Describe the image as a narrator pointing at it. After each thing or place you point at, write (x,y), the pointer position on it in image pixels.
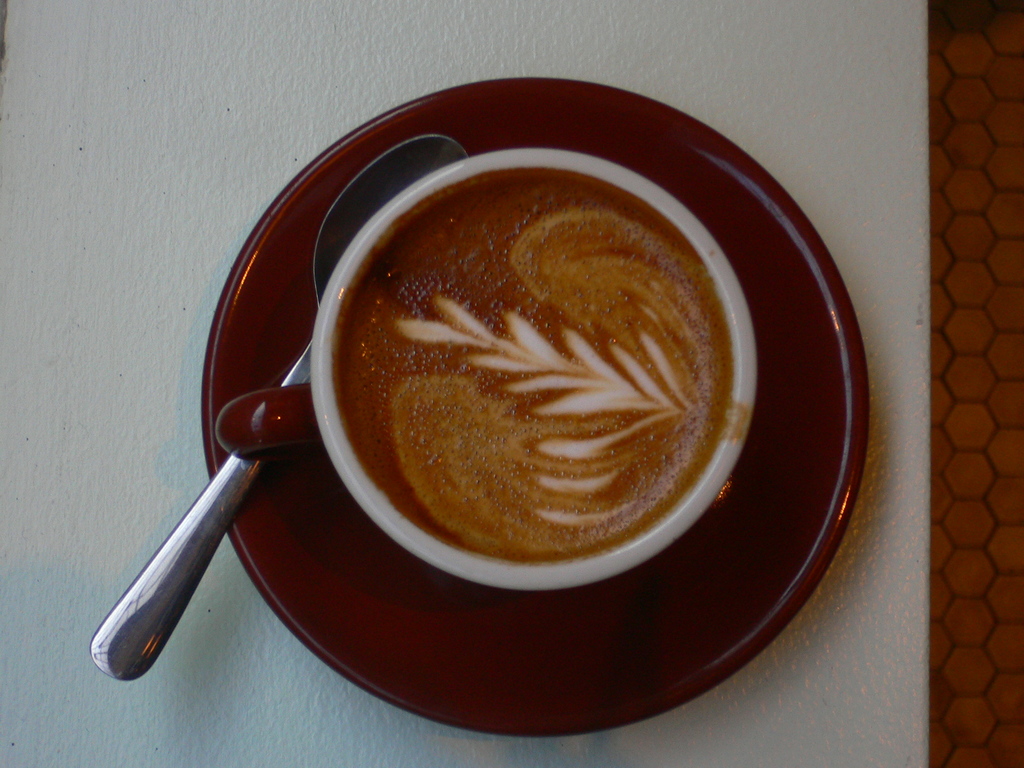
In this image I can see a cup (706,473) and I can see some liquid (550,244) in the cup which is in brown color. The cup (660,510) is in white color and I can see brown color saucer (299,583).
